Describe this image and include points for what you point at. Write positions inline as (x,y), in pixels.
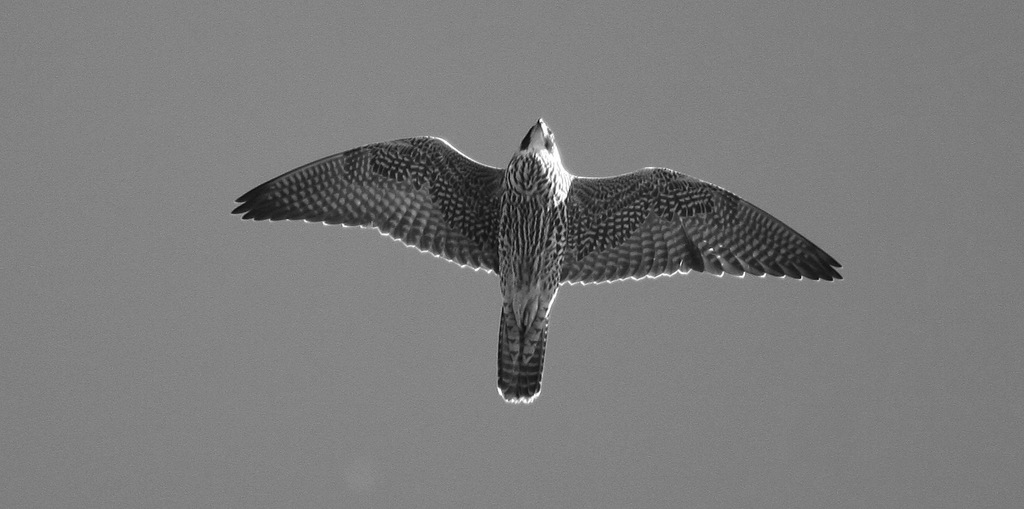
In this picture I can see a bird (539,189) in the center (644,186) and I see that it is grey color in the background (795,114).
